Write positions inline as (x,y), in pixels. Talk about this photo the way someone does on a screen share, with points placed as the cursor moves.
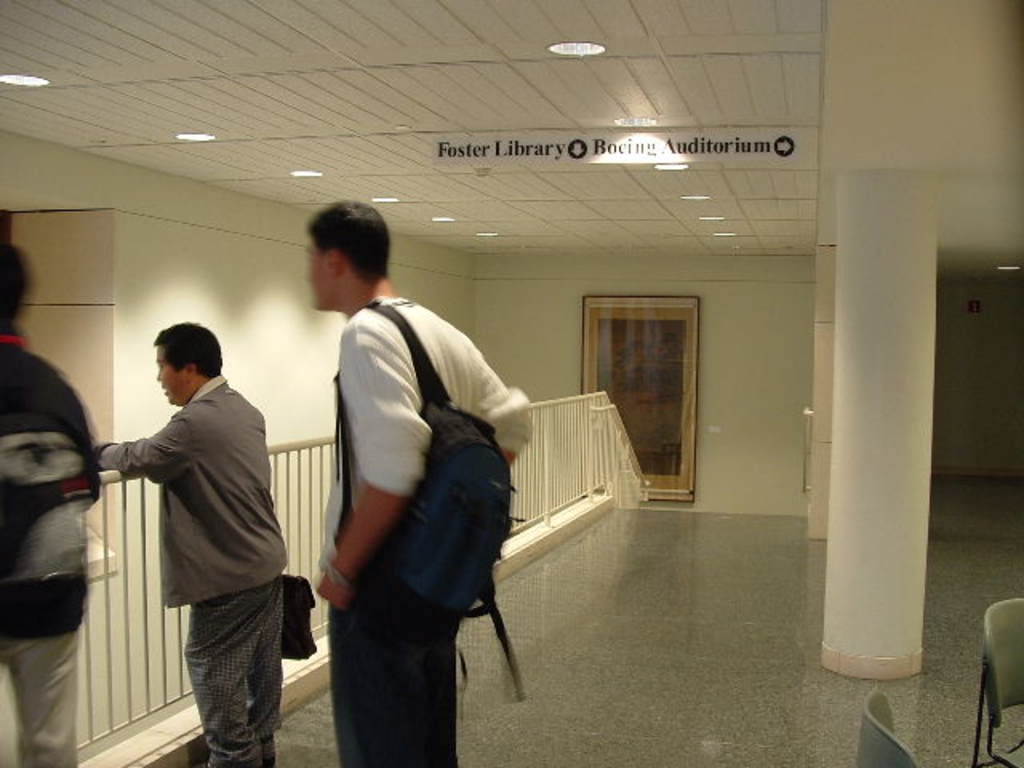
In this picture, we see three men (260,597) are standing. In front of them, we see an iron railing (186,633). In the right bottom of the picture (1006,643), we see the chairs (1000,701). Behind that, we see a pillar (876,332). In the background (480,321), we see a white wall (501,300) on which photo frame (677,381) is placed. At the top of the picture (562,119), we see the ceiling (531,213) of the room (368,191).
